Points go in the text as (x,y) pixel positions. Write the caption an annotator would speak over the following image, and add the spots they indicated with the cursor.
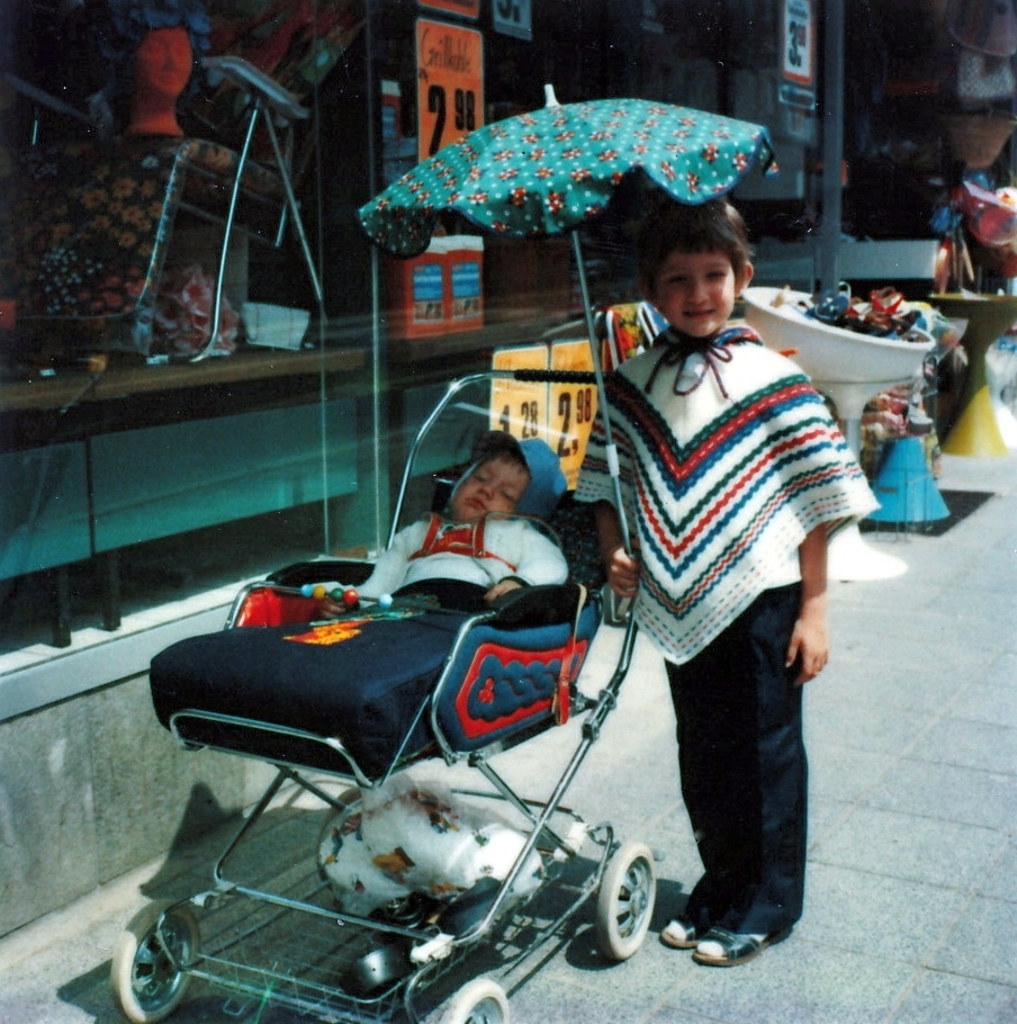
In this picture we can see a baby (432,583) is sleeping in the stroller (400,674), beside the stroller (532,665) we can find a boy (783,502), he is holding an umbrella (592,313), behind them we can find few posters (448,100) on the glass (619,68), and also we can see chairs (215,332) and other things (902,406).
